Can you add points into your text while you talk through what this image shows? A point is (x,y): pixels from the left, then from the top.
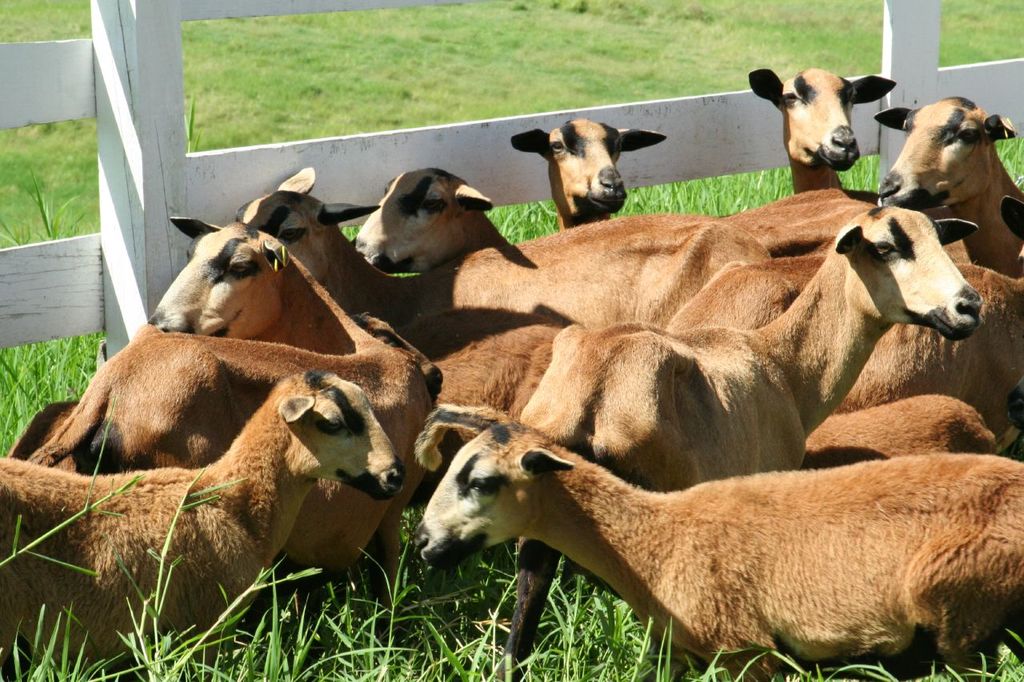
In this image in the front (544,341) there are animals (434,331). In the center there is a wooden fence (727,131) and in the background (372,66) there is grass (418,62) on the ground (418,62).
